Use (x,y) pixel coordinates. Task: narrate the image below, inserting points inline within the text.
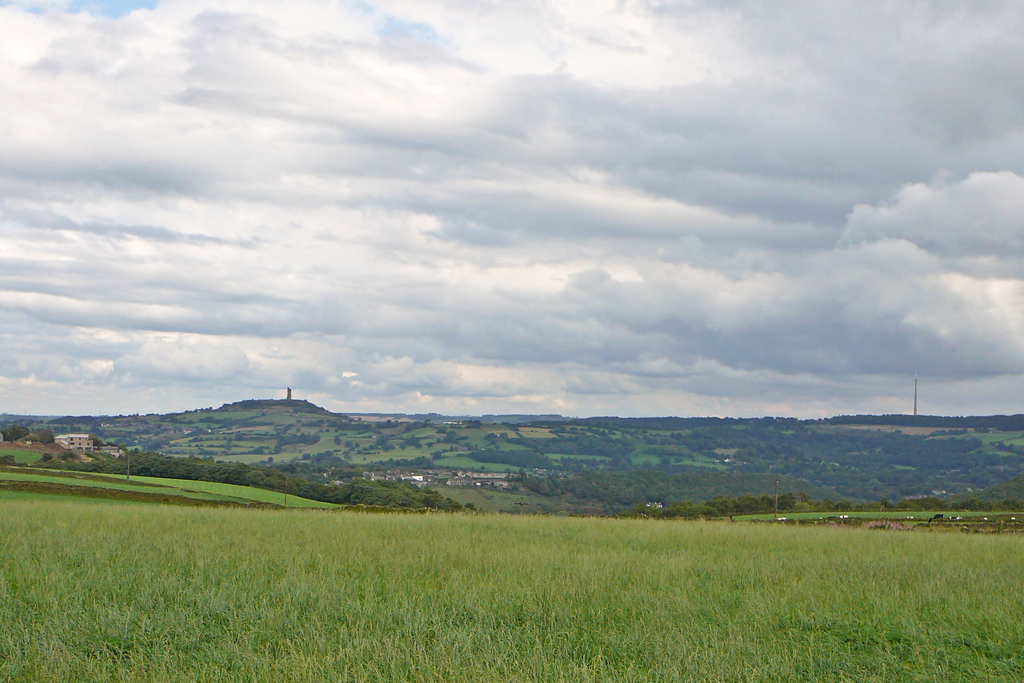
In this picture we can see grass (510,603) at the bottom (371,538), on the left side (89,452) there is a building (89,447), we can see trees (191,463) in the background (182,472), there is the sky (515,106) at the top of the picture (582,112).
